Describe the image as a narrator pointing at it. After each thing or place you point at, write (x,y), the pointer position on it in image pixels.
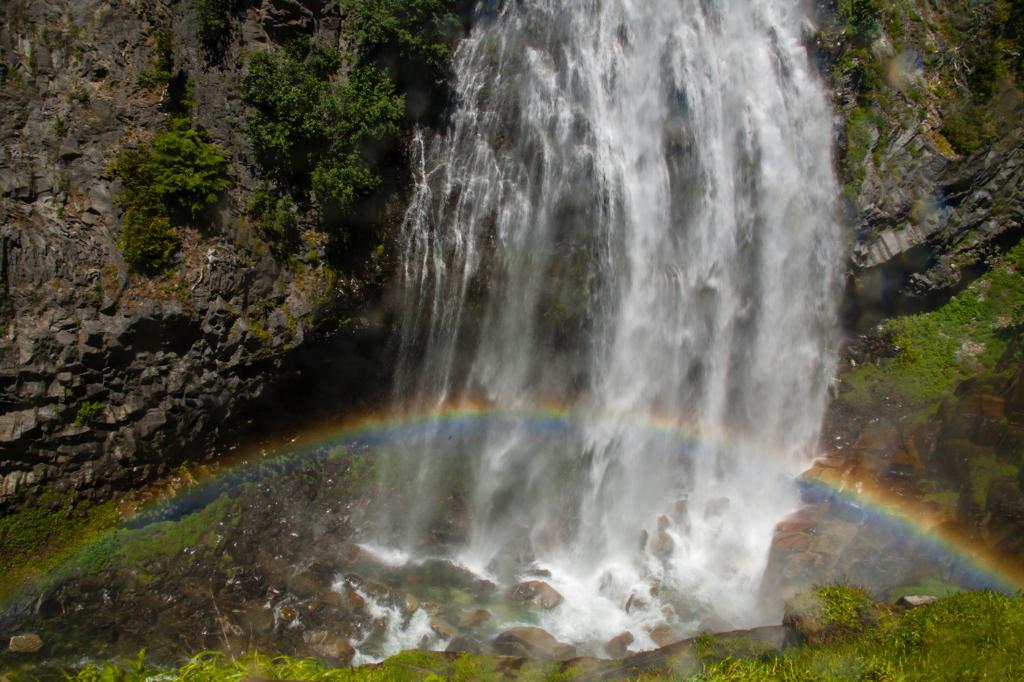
In this picture I can see waterfall (428,278) from the rock (244,422), down we can see some rocks (519,642) and grass (464,658).
